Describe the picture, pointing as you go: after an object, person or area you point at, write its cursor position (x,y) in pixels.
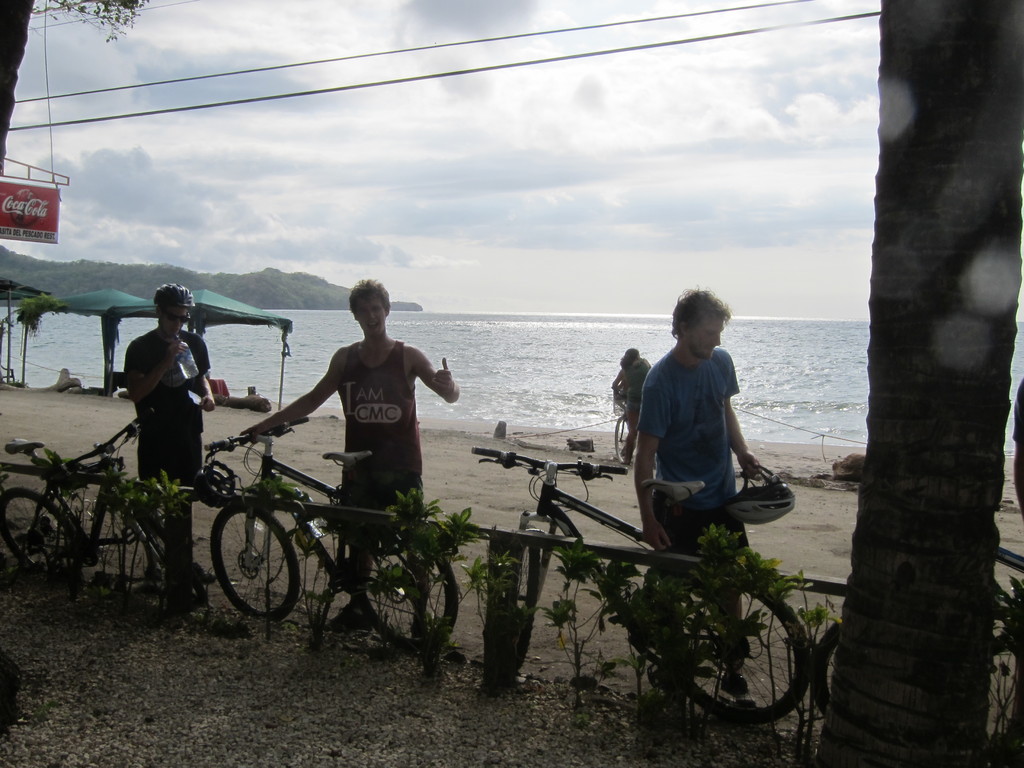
In the picture we can see a path (261,645) with three people (355,315) standing with three bicycles (52,543) and some plants (680,696) near them and some far behind we can see some tent (107,395) and behind it, we can see water surface (436,350) and far away from it we can see hills (187,272) and sky (513,206) with clouds (623,158).
